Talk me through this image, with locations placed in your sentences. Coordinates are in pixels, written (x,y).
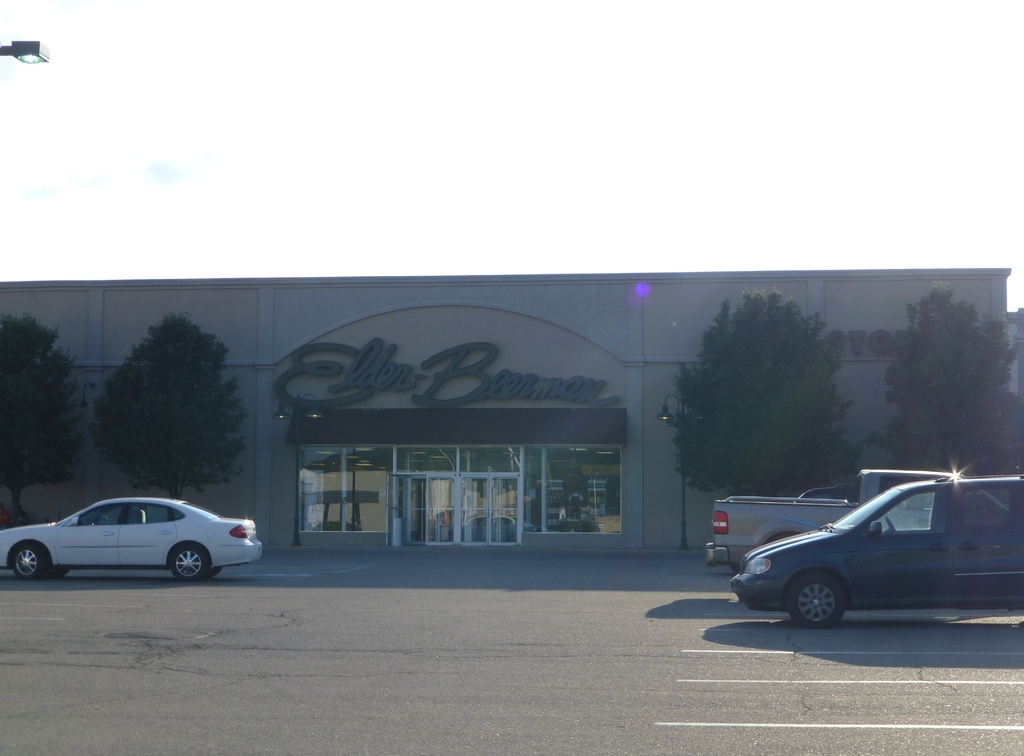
In the image in the center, we can see a few vehicles (949,491) on the road (1006,618). In the background (530,189), we can see the sky (689,183), clouds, trees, one building (628,514), wall (628,514), banner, glass (599,491) etc.
